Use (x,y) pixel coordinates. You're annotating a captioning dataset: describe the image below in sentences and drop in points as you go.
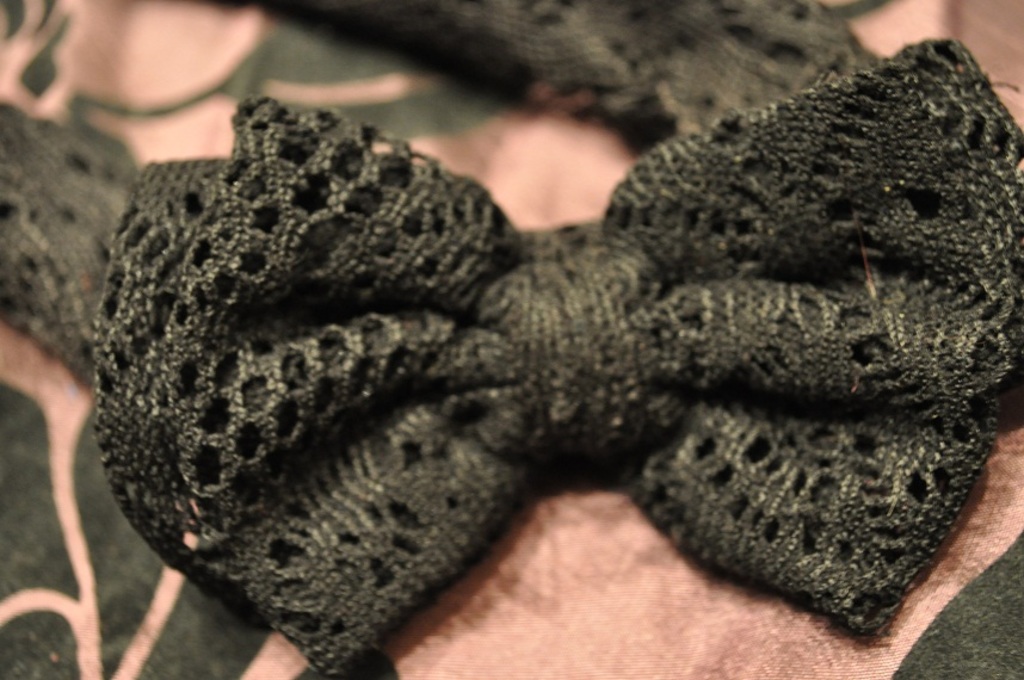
There is a Bow tie (564,312) as we can see in the middle of this image (522,359).
